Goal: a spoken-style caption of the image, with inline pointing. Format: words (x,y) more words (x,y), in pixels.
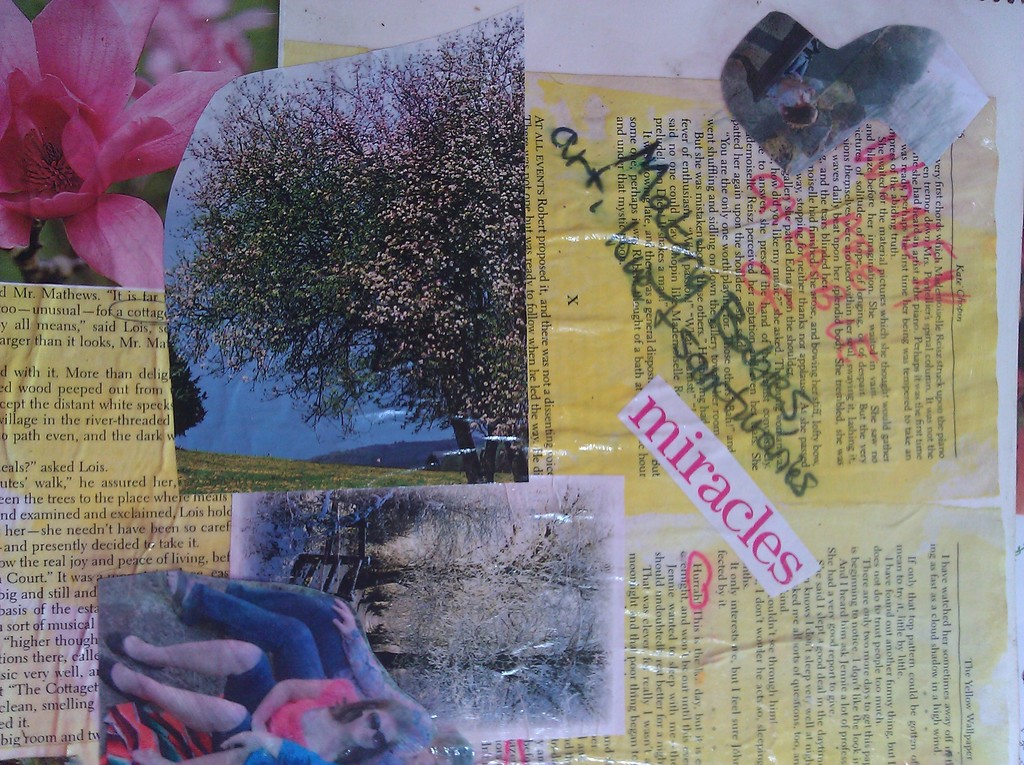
In this image we can see photographs (198,352), there is a tree (482,363), flower (42,89), and group of persons (210,728), there is paper (742,281) and something matter (787,387) written on it.
